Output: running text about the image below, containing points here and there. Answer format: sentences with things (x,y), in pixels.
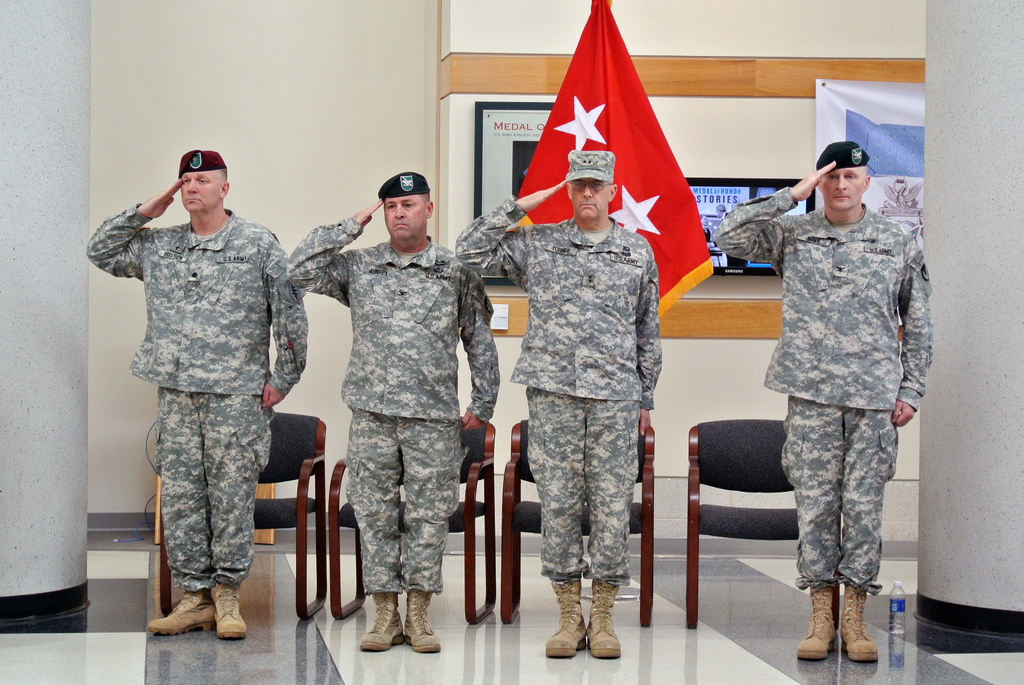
In this image there are persons (484,405) standing in the center (385,337) wearing a military dress (591,391) and there are chairs (715,474), there is a flag (621,150), and in the background (528,145) there are frames (511,156) on the wall (799,175). On the right side (900,594) there is a water (901,608) bottle on the floor (19,634).
